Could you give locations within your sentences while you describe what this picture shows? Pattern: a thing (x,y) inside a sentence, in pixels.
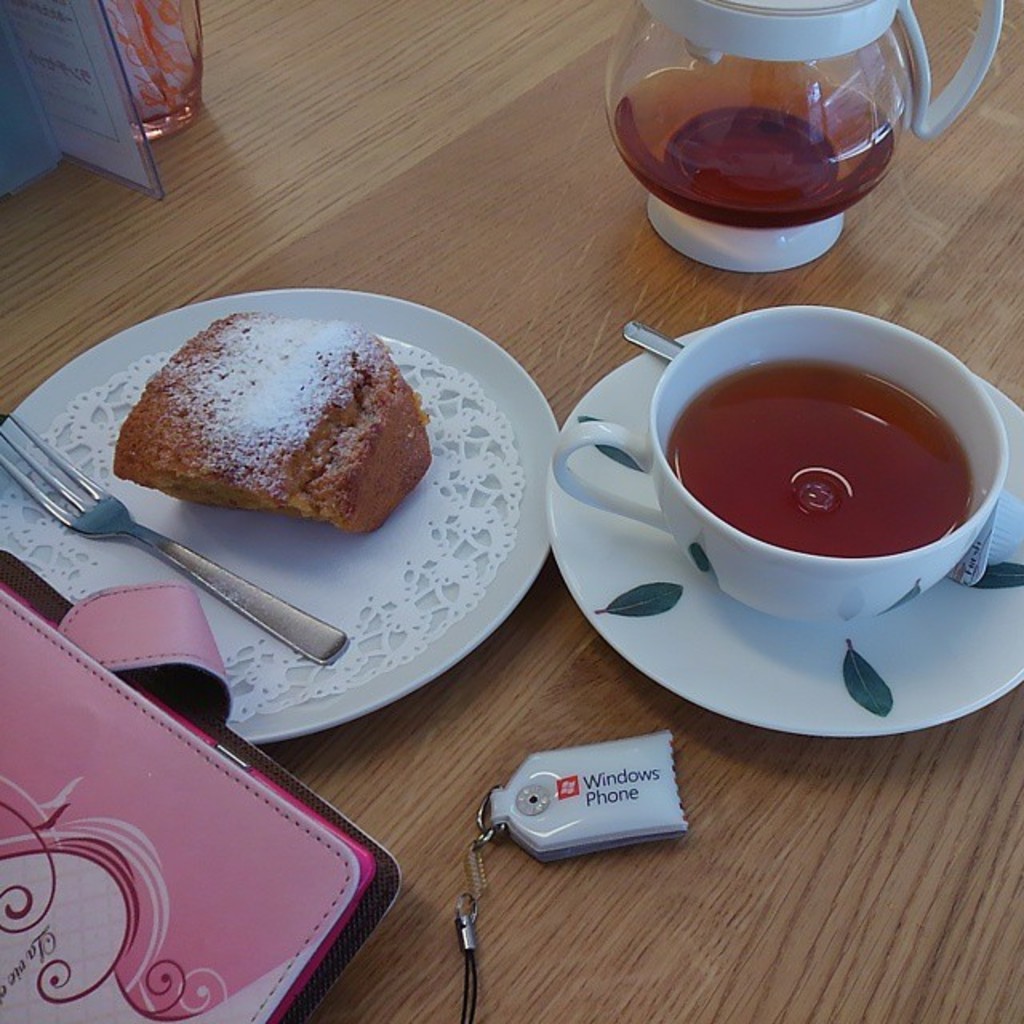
In this image there is a table (450,862), on that table (998,980) there is a wallet (193,861), keychain (584,811), mug (665,126) and plates (488,588), in one plate (439,470) there is a fork (201,571) and a food item (318,511), in another plate (922,595) there is a cup (795,560) of tea (831,545) and a spoon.
